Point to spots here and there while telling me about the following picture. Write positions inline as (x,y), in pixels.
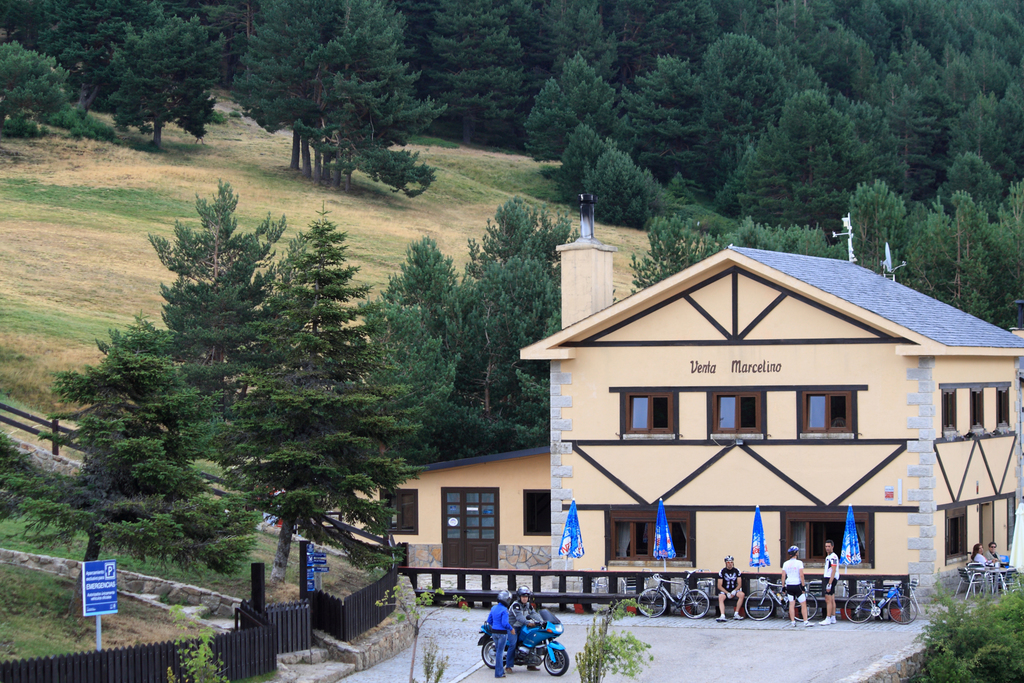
This is an outside view. On the right side (693,498) there is a building (813,453). In front of this building (753,343) there are few umbrellas (567,541) and two persons (802,587) are standing, one person (734,594) is sitting. There are few bicycles (872,605). On the right side (973,561) there are two persons (985,558) sitting on the chairs (975,587). At the bottom (547,652) there is a bike (535,648) on the road (515,674) and there are two persons (530,611). Beside the road (454,655) there is a railing (293,647). In the background (770,197) there are many trees (280,97) and also I can see the grass (116,214) on the ground (242,203). In the bottom left-hand corner (103,603) there is a board (100,596) on which I can see the text (90,584).
